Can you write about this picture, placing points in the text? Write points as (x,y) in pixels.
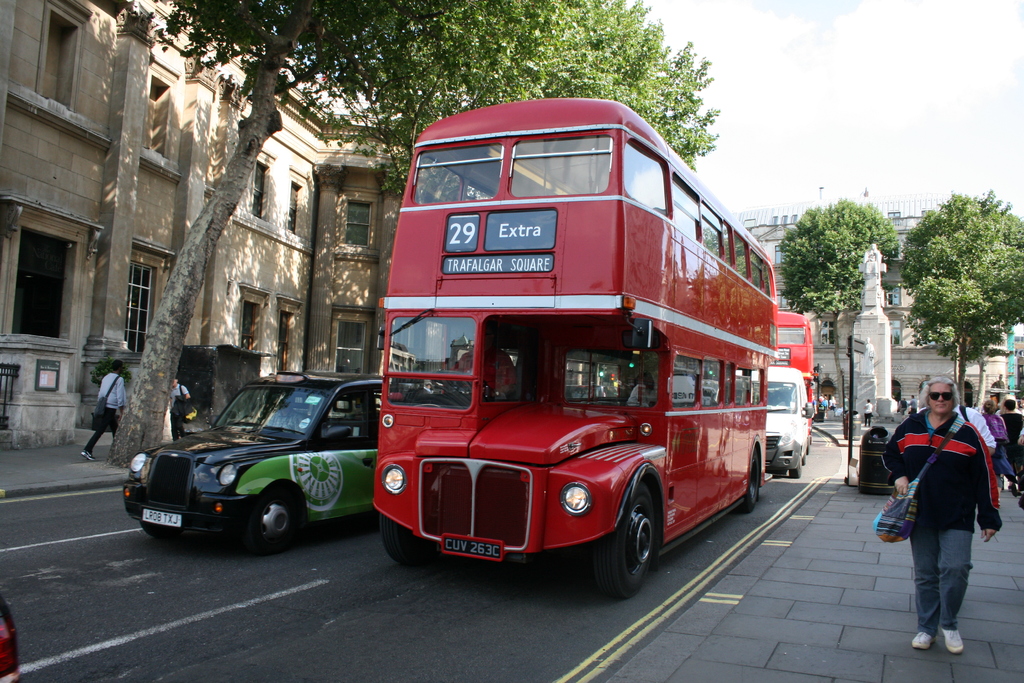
In this image we can see a red color double Decker bus (602,512) and few more vehicles (369,422) moving on the road (243,658). Here we can see these people (1000,444) are walking on the side walk (867,556). In the background (29,407), we can see stone building (262,214), trees (1004,272), statue (867,347), flag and sky (921,63) with clouds (802,100).
